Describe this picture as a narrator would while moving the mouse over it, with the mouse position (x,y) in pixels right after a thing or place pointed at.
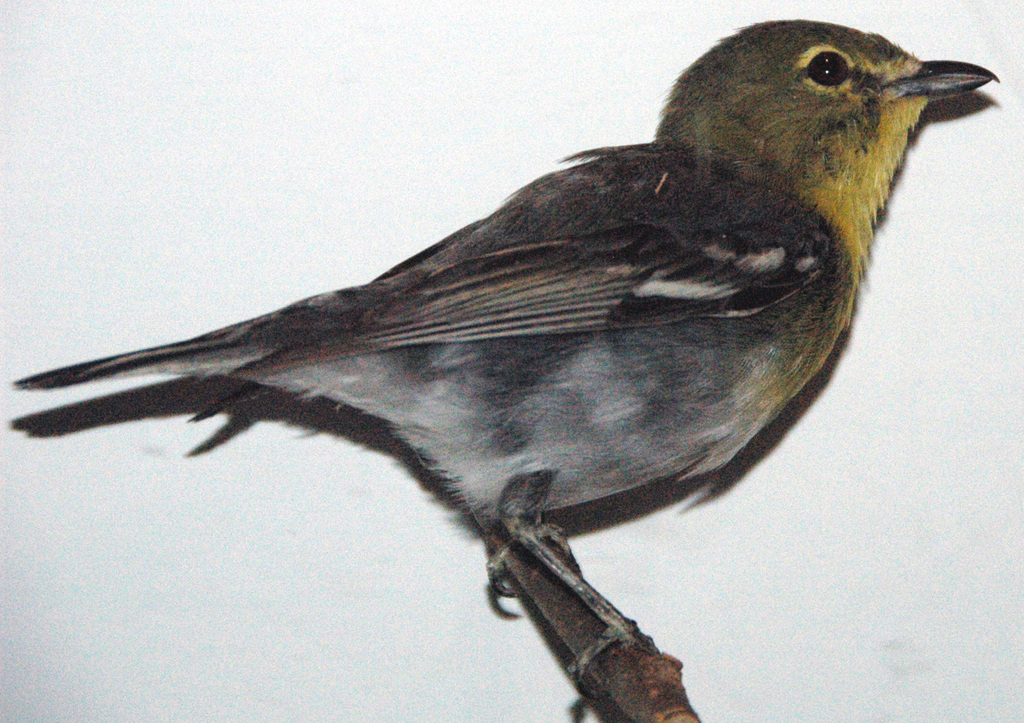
In the picture I can see a bird (651,304) is standing on a branch (600,663). The background of the image (259,201) is white in color.
